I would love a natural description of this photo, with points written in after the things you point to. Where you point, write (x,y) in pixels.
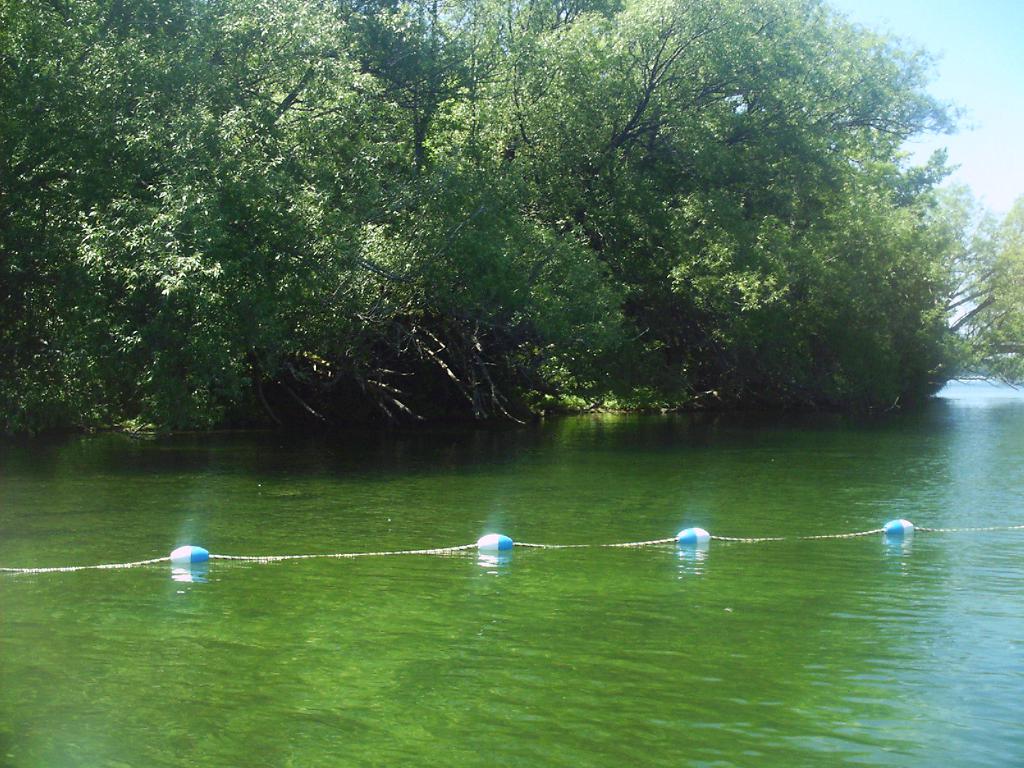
In this picture I can see the water (359,726) at the bottom (369,718), in the middle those look like the balloons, at the top (352,148) there are trees (455,130), in the top right hand side (984,82) I can see the sky (965,131).
